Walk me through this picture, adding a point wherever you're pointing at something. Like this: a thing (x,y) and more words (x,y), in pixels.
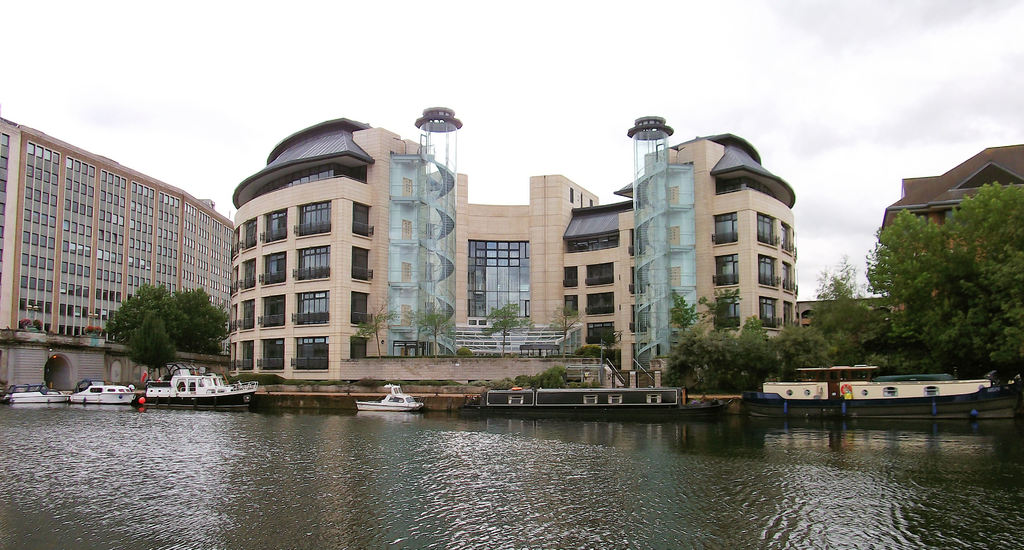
In this image we can see buildings (383,252), windows (276,262), there are boats (191,384) on the river (489,472), trees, also we can see the sky (513,24), and the wall (525,360).
